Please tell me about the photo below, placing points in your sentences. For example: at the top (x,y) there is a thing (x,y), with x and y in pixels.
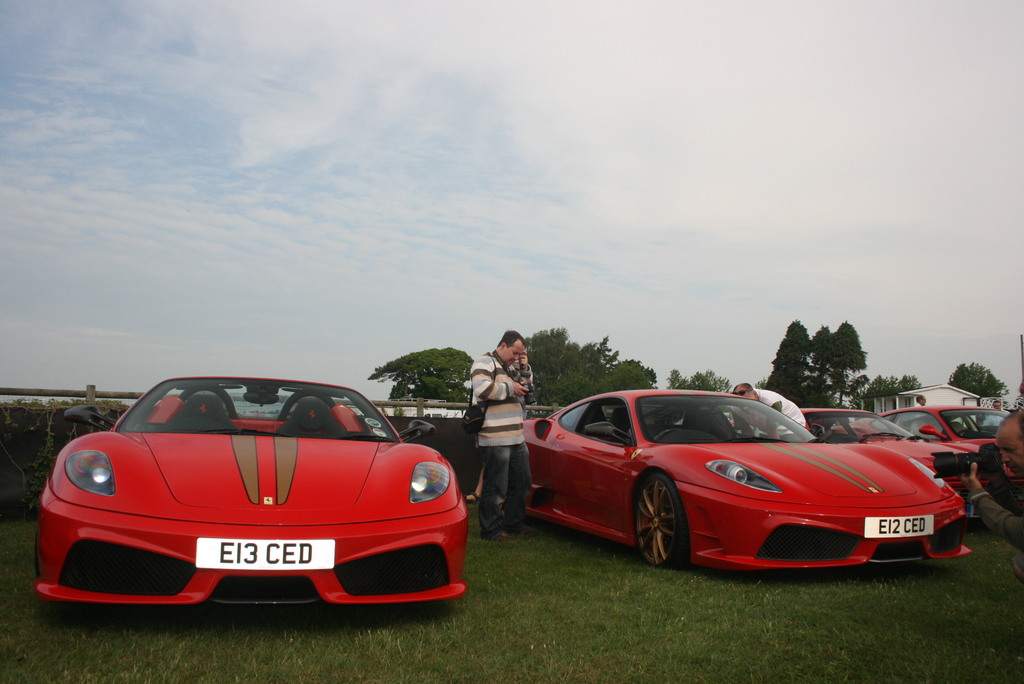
In the foreground of this picture (559,512), there are red color cars (829,458) on the grass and few persons (509,404) standing beside. In the background (82,392), there is a railing (63,395), trees (419,370), sky (233,251) and the cloud (242,148).
